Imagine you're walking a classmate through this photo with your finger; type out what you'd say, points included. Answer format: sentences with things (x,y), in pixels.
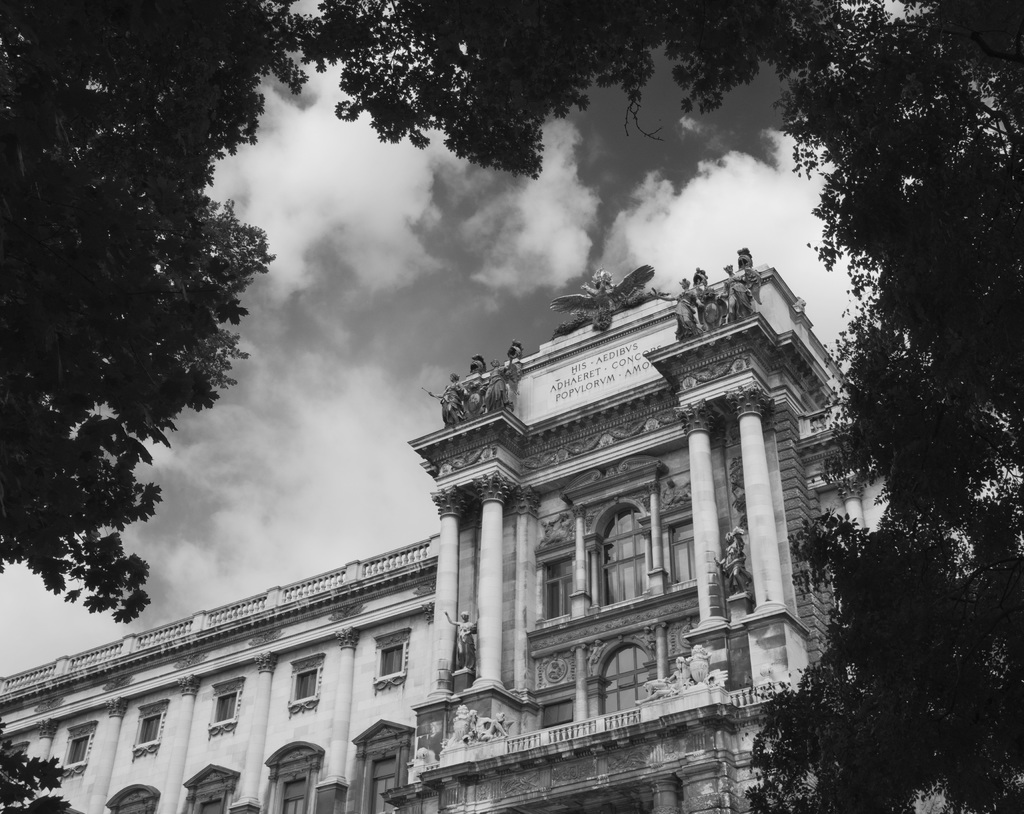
In this picture we can see a building (544,587) and trees (837,598) and in the background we can see sky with clouds (76,620).
